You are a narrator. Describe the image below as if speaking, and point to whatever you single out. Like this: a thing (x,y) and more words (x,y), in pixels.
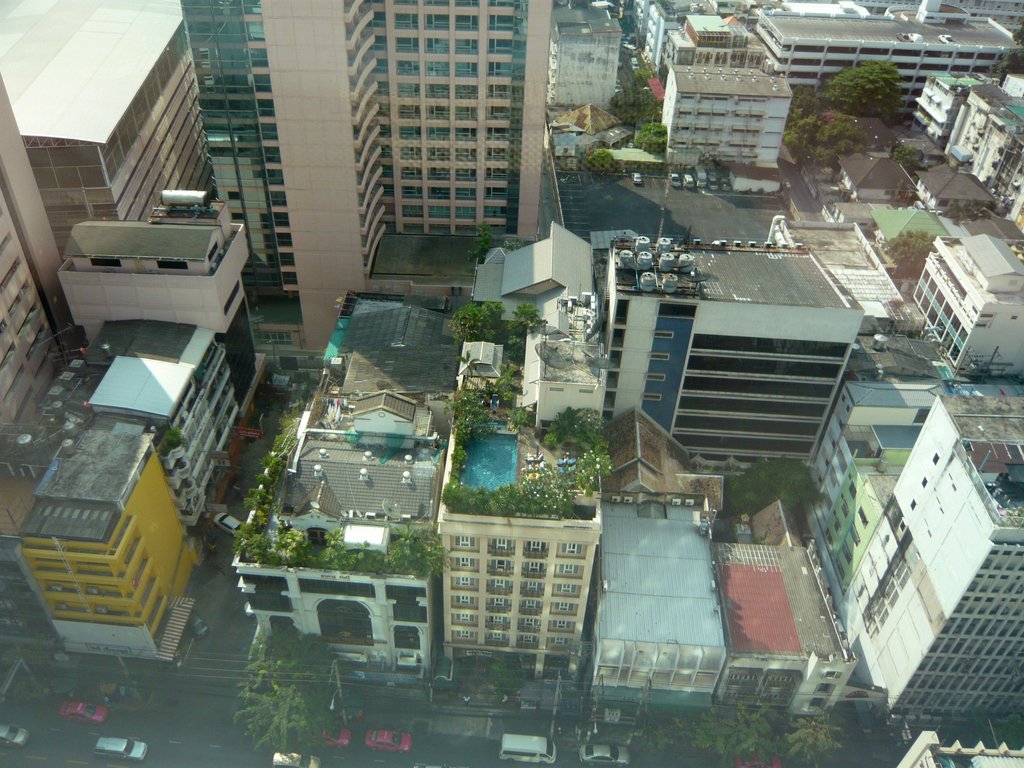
In this picture we can see few buildings (896,225), trees (841,136) and few vehicles (136,746) on the road (231,750), and also we can find a swimming pool (475,485) on the building (521,433).
